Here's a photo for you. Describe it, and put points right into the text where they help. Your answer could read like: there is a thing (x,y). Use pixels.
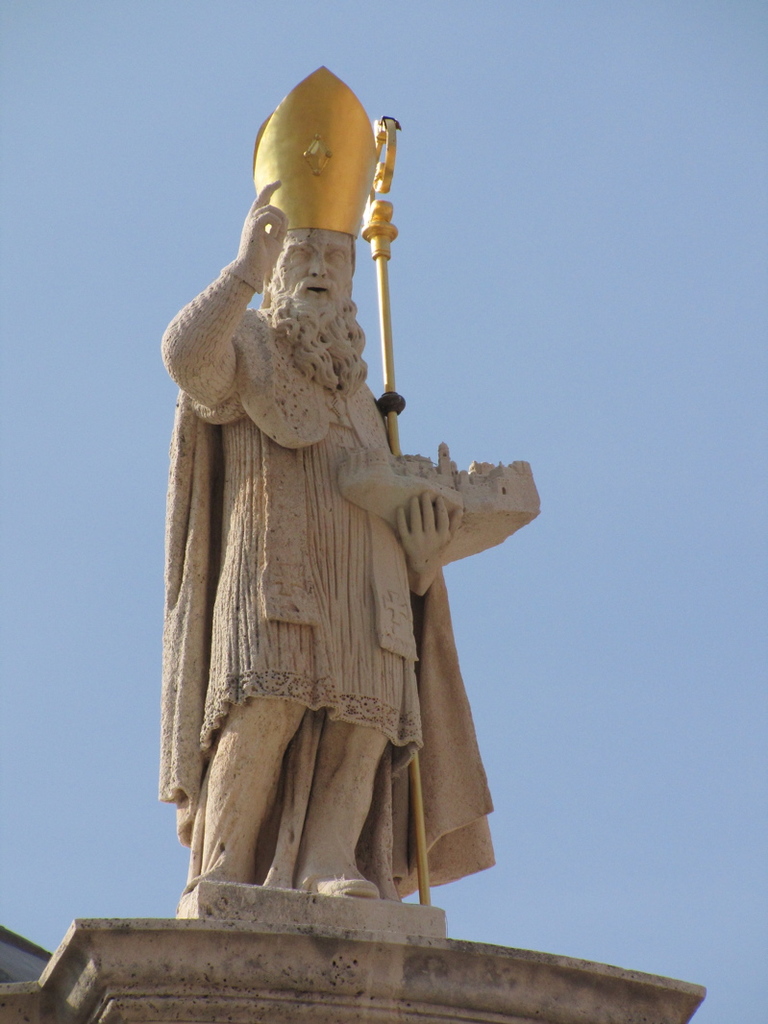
In the picture I can see the statue (275,220) of a man (263,220). I can see the basement (383,925) of the statue (383,432) at the bottom of the picture (486,948). I can see the hat (325,137) at the top of the statue (318,221). There are no clouds in the sky (363,273).
